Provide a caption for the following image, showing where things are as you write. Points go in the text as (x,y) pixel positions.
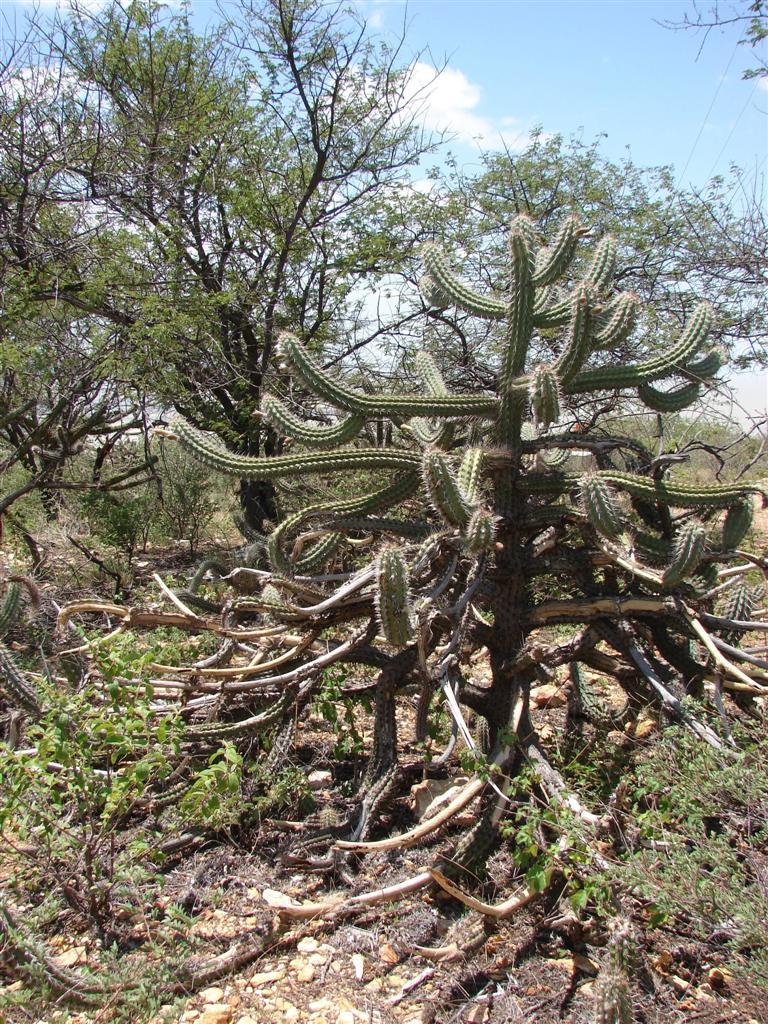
In this image we can see plants (154,607) and trees (363,153). At the top of the image (516,91) there is sky (533,72).
